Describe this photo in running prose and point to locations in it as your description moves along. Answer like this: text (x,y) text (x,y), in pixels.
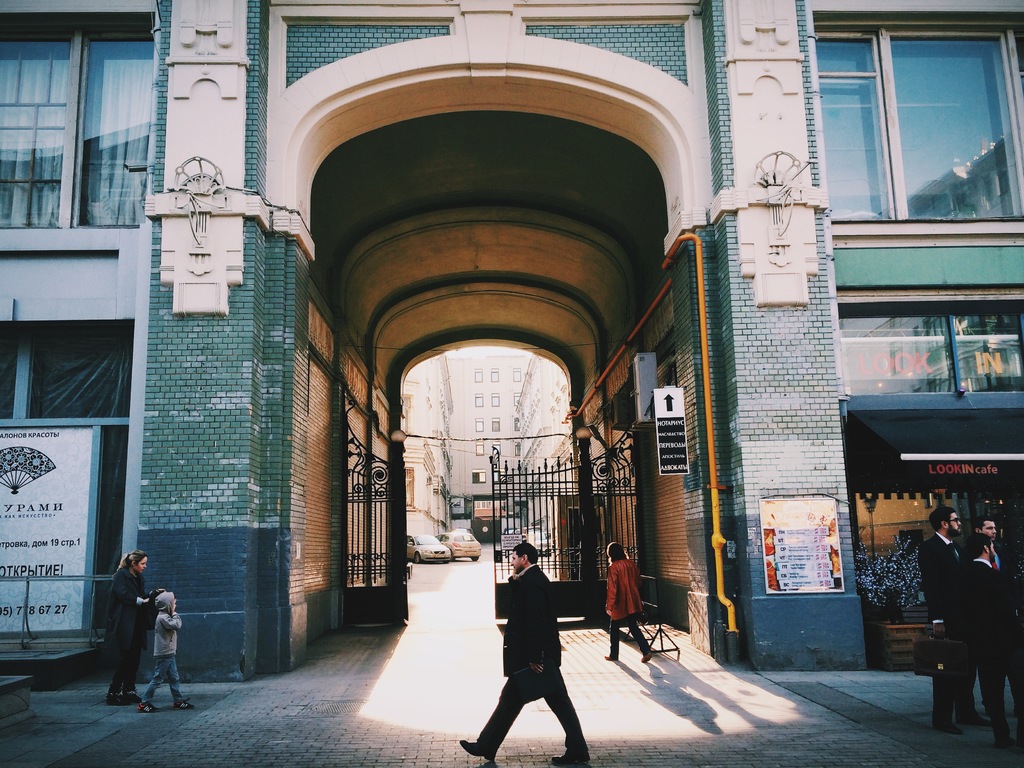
In this picture we can observe some people (537,643) walking and some of them were standing. There is a building (238,227). We can observe a gate (523,514) here. There are two cars (440,542). In the background (422,427) there are some buildings (466,423).
